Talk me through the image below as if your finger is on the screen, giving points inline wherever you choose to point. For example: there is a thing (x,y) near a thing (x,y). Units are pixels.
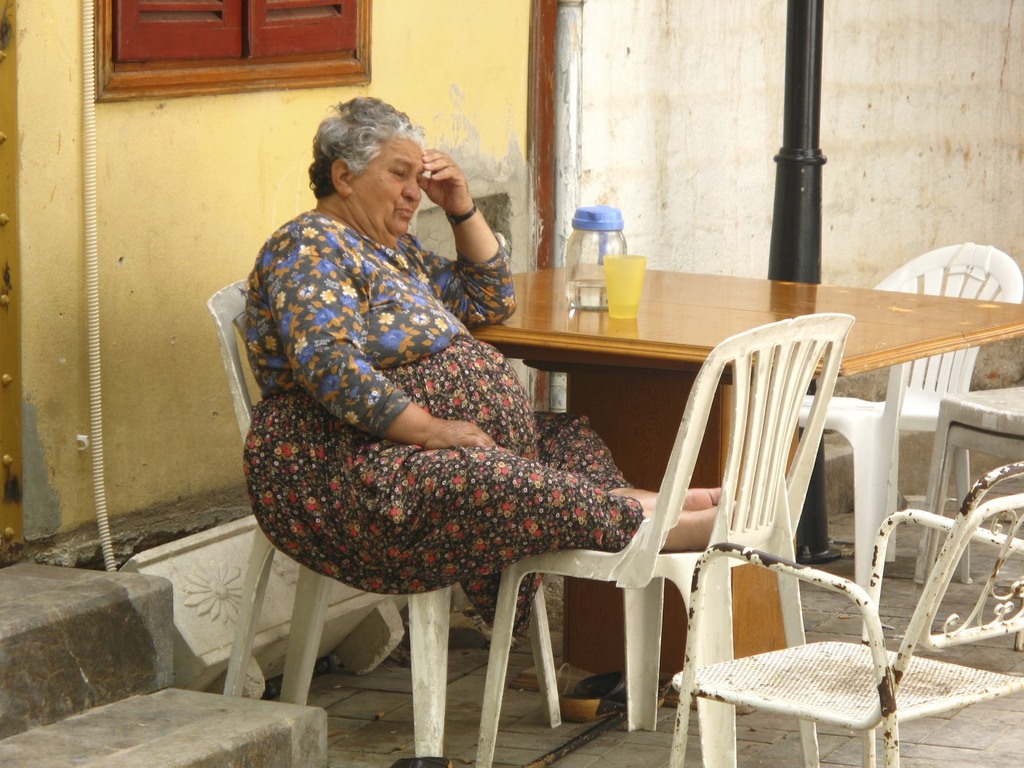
There is a woman (354,372) sitting in a chair (364,596) placing her legs (549,502) on another chair (662,568) in front of her, resting her hand (468,286) on a table (533,278). There is a jar (578,285) and glass (619,298) on the table (748,308). Beside the table (779,305) there is a pole (810,224). In the background (107,378) we can observe a window (219,48) and a wall (177,239). There is a pipe (95,355) beside the window (108,54). We can observe steps (95,670) here. There is an iron chair (843,657) placed on the floor (895,626).
